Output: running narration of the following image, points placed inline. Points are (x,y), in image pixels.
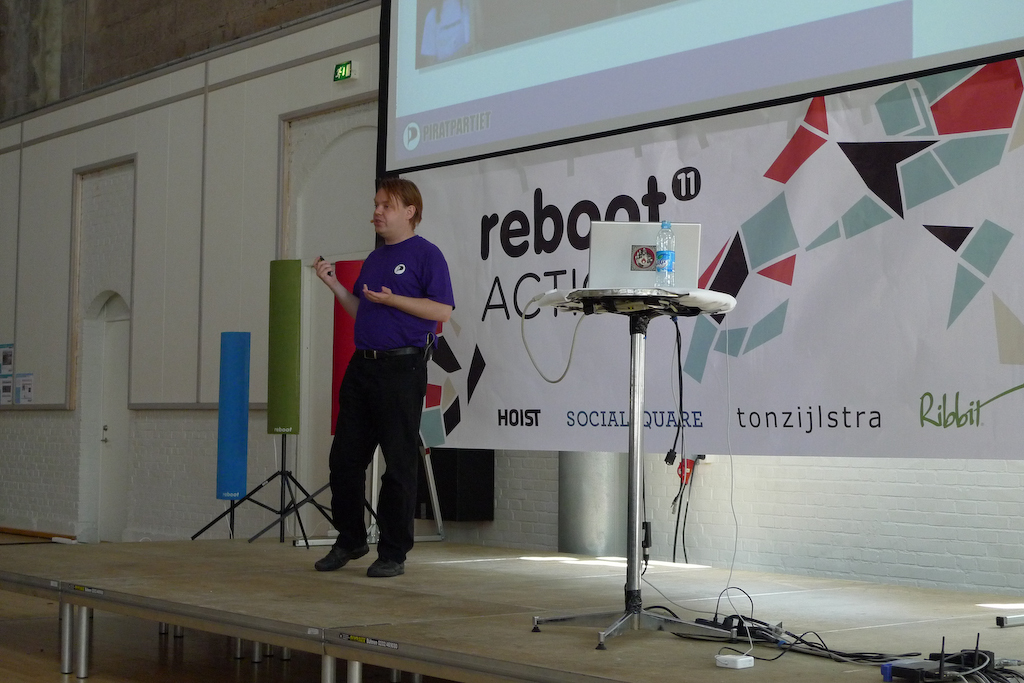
In this picture we can see a man (359,414) standing on stage (297,585), table (627,304) with a laptop (675,235) and a bottle (666,269) on it, wires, banner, screen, speakers (223,488) and in the background (125,295) we can see the wall (145,206).
